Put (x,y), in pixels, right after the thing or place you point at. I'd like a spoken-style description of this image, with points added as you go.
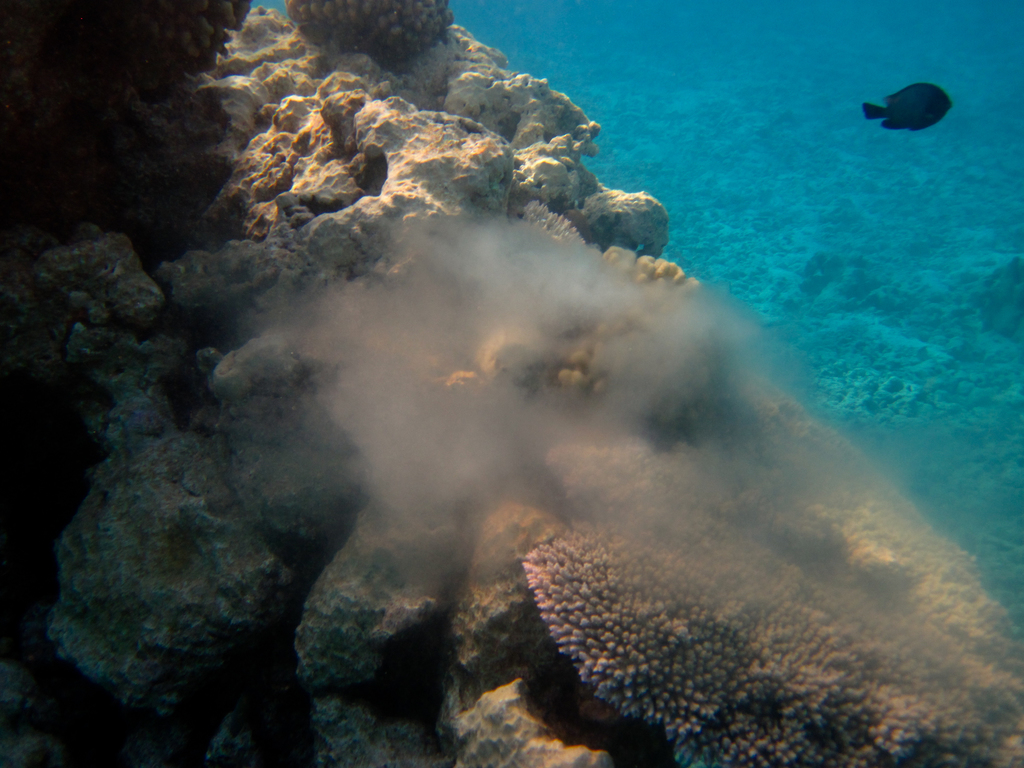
There is a rock (461,176) in the water (707,189) and there is a fish (908,116) beside it.
